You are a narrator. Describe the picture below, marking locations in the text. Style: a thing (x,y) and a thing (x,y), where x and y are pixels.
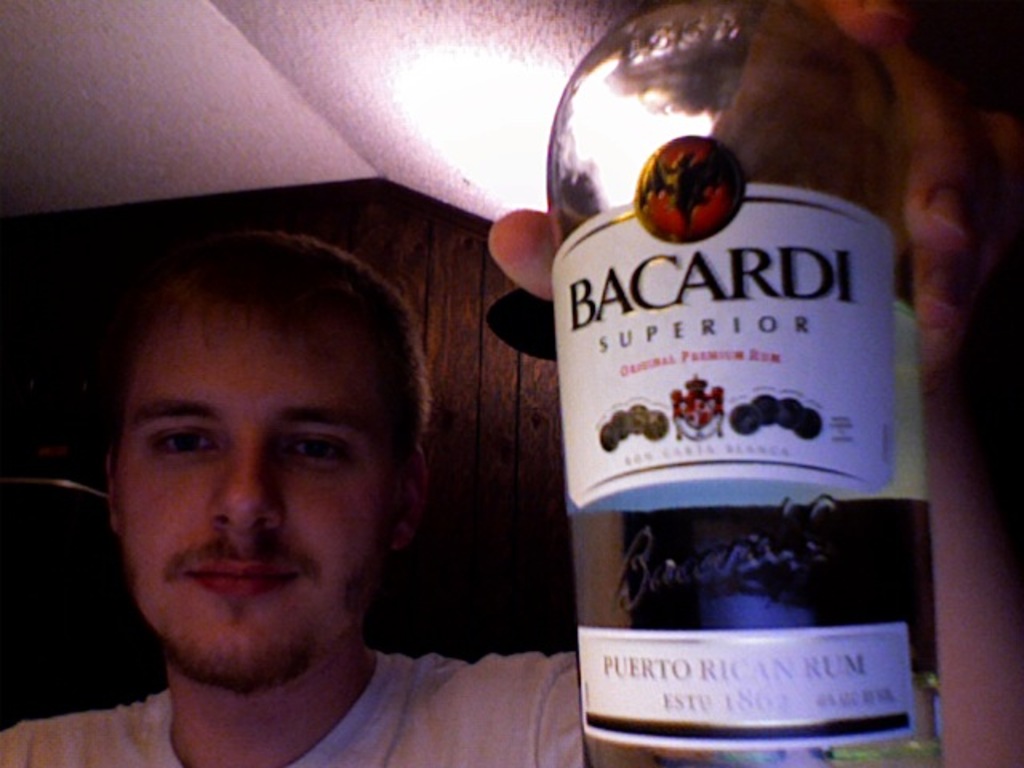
In this image a person (285,266) wearing a white shirt (426,722) is holding a bottle (842,722) labelled as bacardi superior.
